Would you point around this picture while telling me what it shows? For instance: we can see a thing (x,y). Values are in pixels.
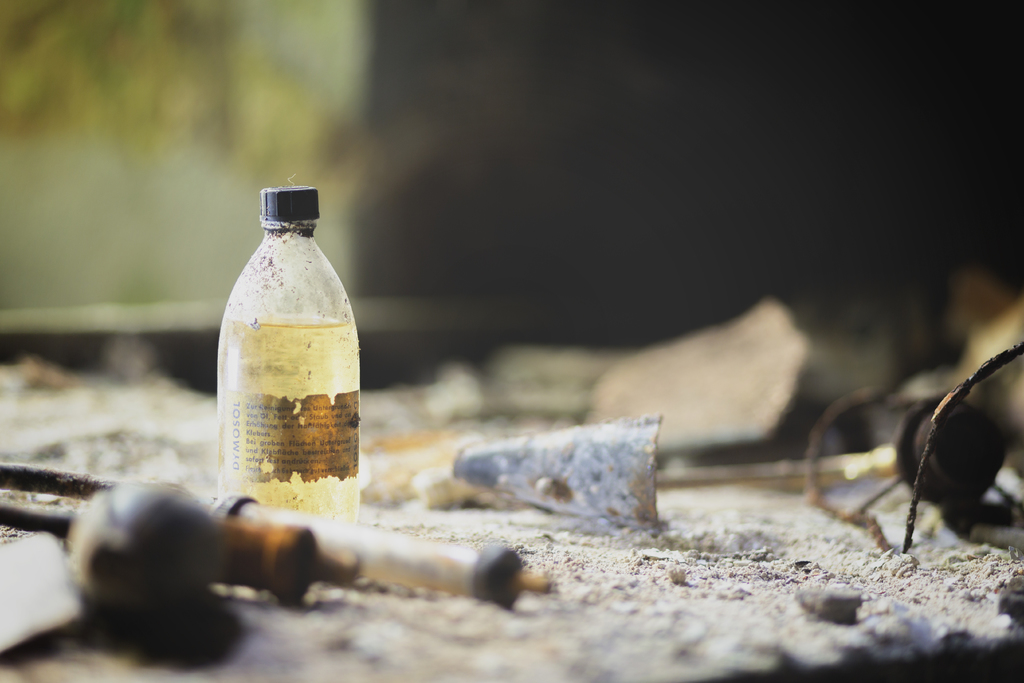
In this picture there is a bottle (287,403) with a black colour lid (297,208) and some tools (281,548) which is kept on the ground (676,590).
